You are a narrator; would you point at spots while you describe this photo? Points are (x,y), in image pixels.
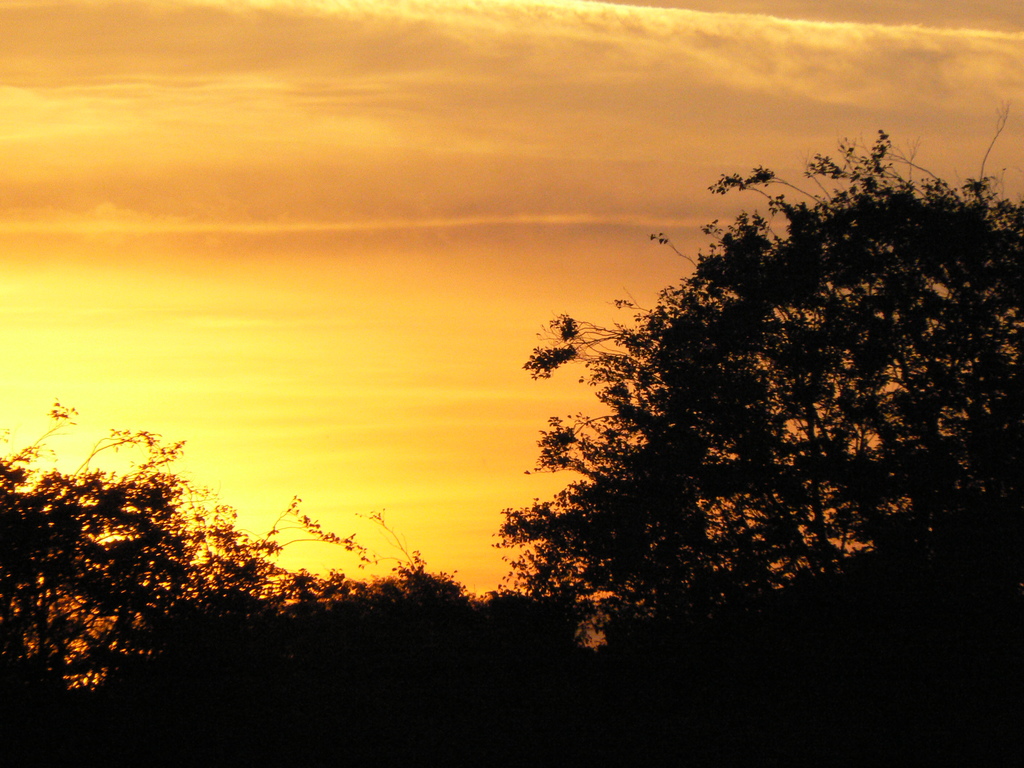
In this image I can see trees (959,594) and there is sky (451,320).
